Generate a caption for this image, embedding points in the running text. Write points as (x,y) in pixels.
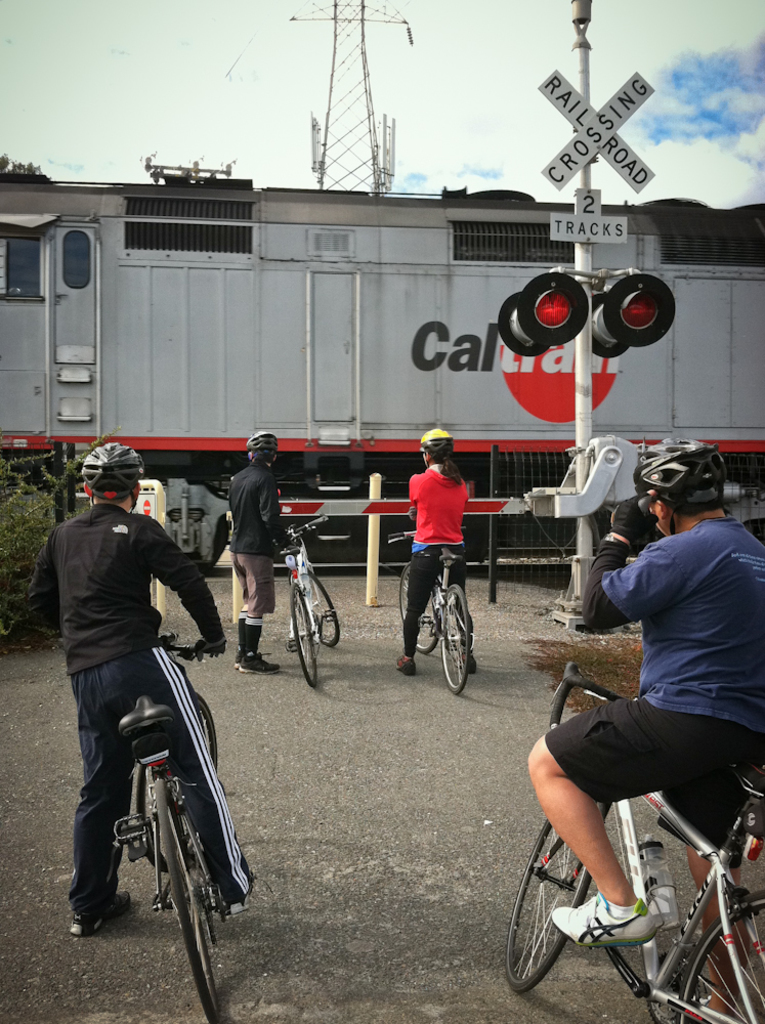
On the road (474,926) 4 people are standing with their bicycles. It's a train (347,544) and here is the signal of it. And here is a gate (535,508).
